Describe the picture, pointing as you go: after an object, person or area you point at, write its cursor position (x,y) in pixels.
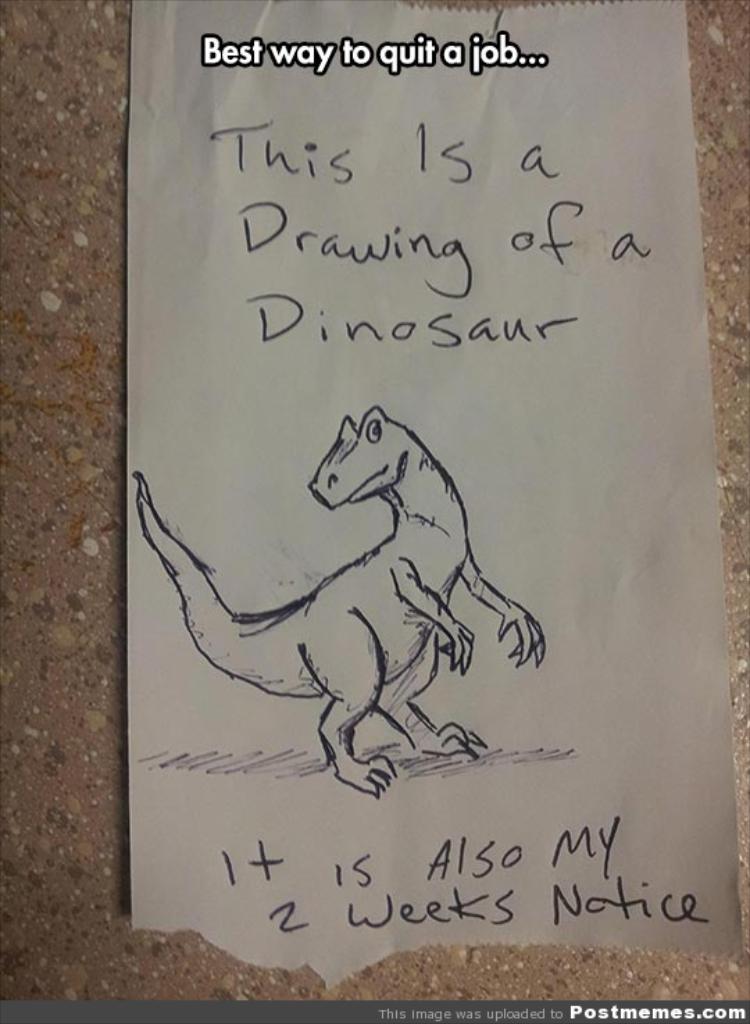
In this image, I can see the picture of a dinosaur (332,638) and letters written on a paper (535,740), which is on an object (104,327). At the top (236,46) and bottom of the image (466,1002), I can see the watermarks (685,1014).
